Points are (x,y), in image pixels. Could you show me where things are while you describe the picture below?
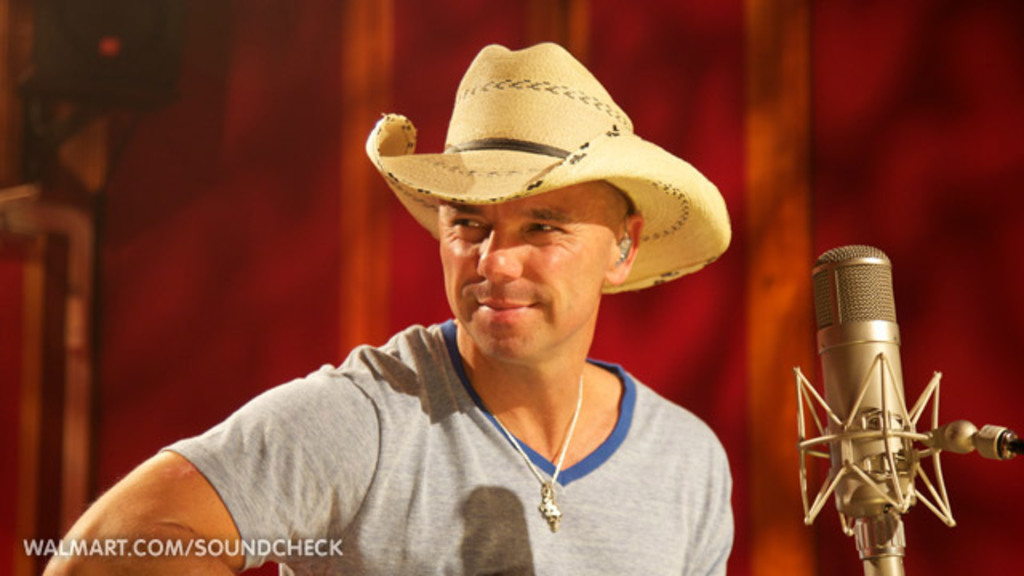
In this image in the foreground (498,164) there is one man (547,304) who is wearing a hat (551,150), on the right side (884,341) there is a mike (895,394). In the background (842,87) there is wall (256,144), and at the bottom of the image (97,545) there is some text (222,545).
